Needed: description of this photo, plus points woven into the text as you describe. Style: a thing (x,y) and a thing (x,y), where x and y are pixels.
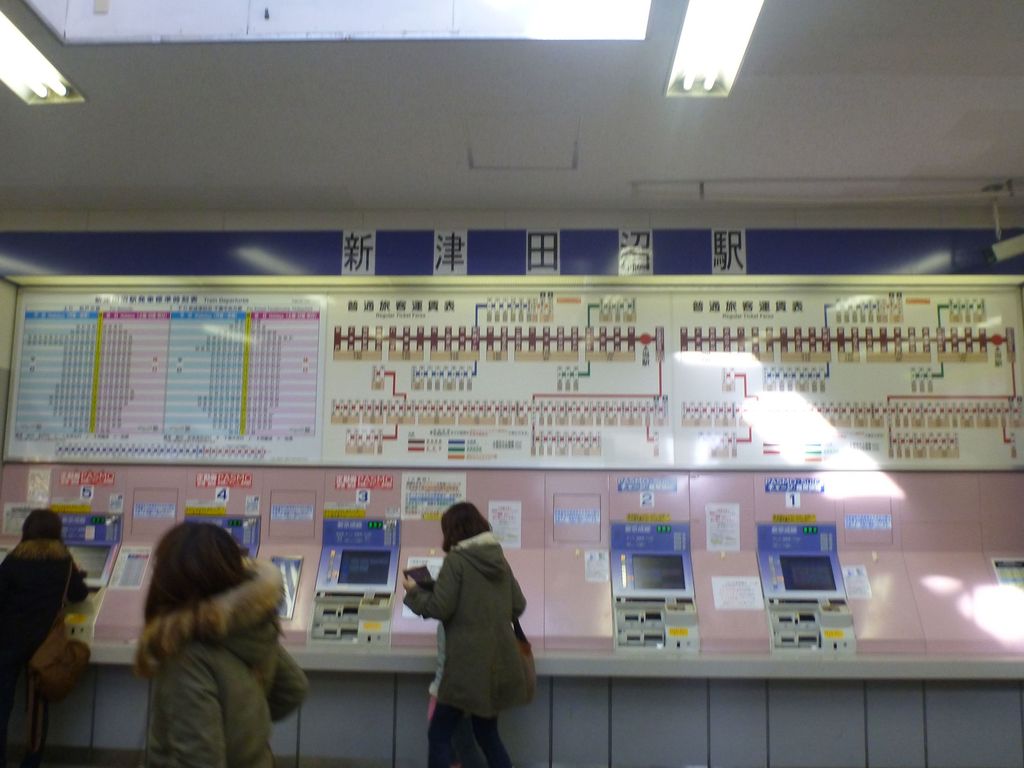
In this image we can see some people (225,719) standing. One woman (477,626) is holding an object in her hand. In the background (983,396), we can see some machines (648,619) placed on the surface (926,619) and a board (666,392) with some text (343,420). At the top of the image (28,90) we can see some lights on the roof (830,25).
